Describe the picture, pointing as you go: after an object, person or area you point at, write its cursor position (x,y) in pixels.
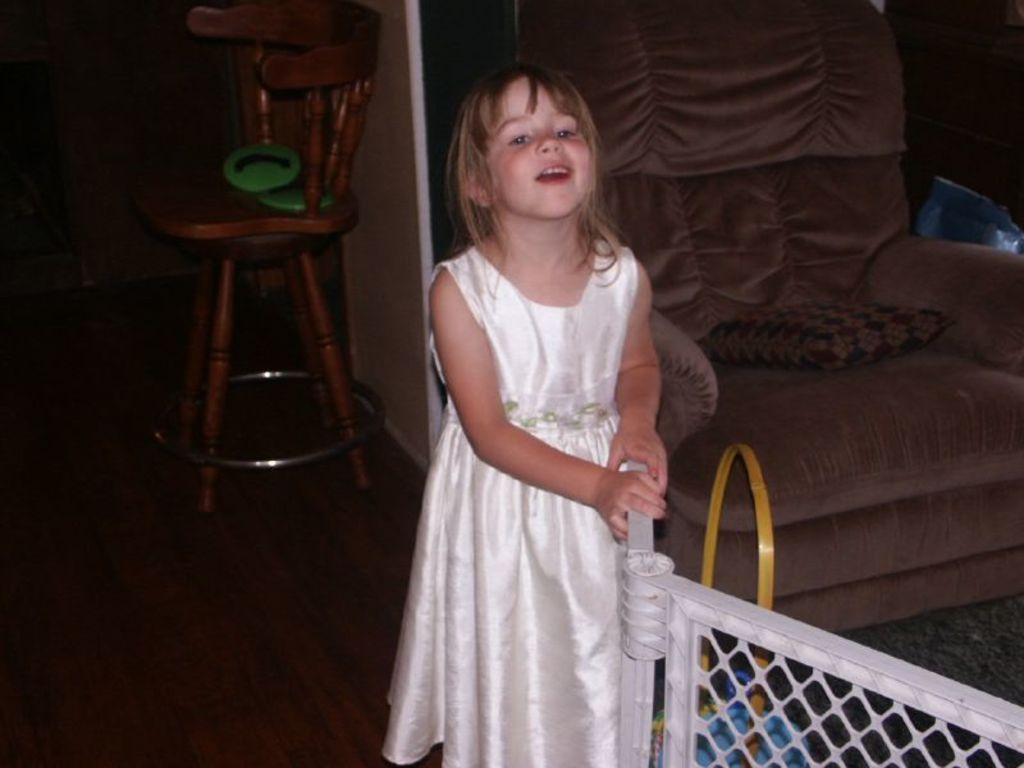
In this image i can see a girl (507,141) standing. In the background (417,279) i can see a chair (317,212), a wall (393,216) and a couch (767,225).
